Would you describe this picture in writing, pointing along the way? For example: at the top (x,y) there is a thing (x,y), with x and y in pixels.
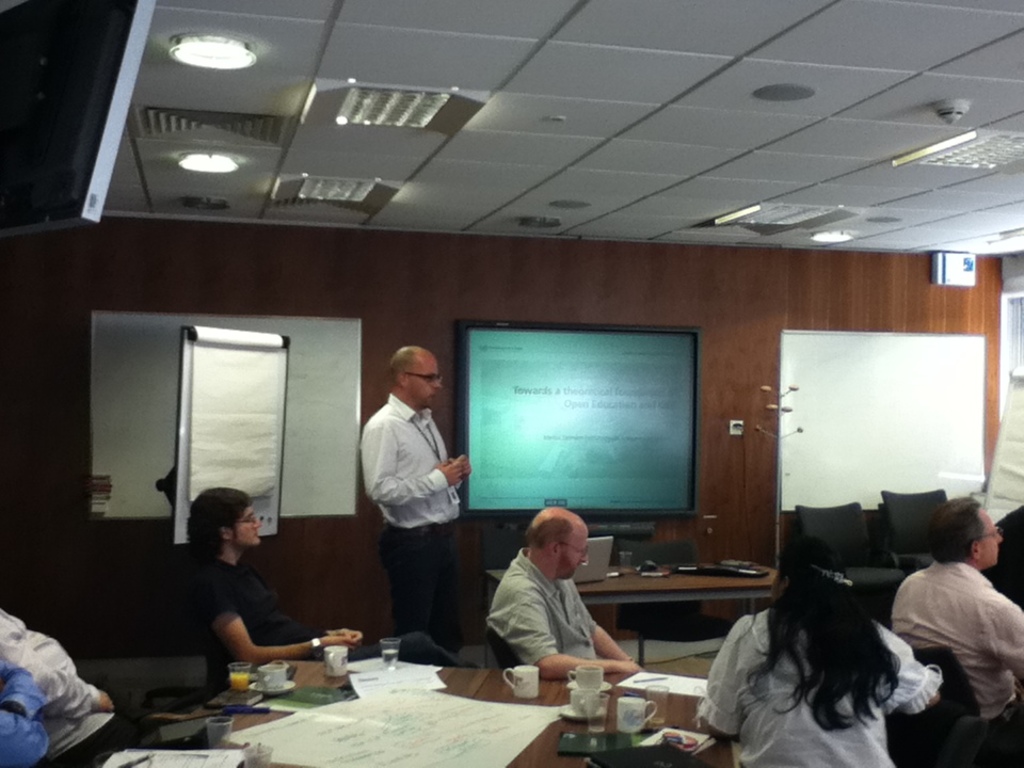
In the picture there are tables (536,749) and chairs (886,581) present, there are people (604,651) sitting on the chairs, one person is standing, on the table (525,767) there are many papers (312,711) present, there are cups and glasses (598,693) present, there is a laptop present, there is a wall (711,489), on the wall (578,291) there are two whiteboards (290,454) and one board (625,454) with the screen (671,383), there are lights (976,144) present on the roof (670,132).
